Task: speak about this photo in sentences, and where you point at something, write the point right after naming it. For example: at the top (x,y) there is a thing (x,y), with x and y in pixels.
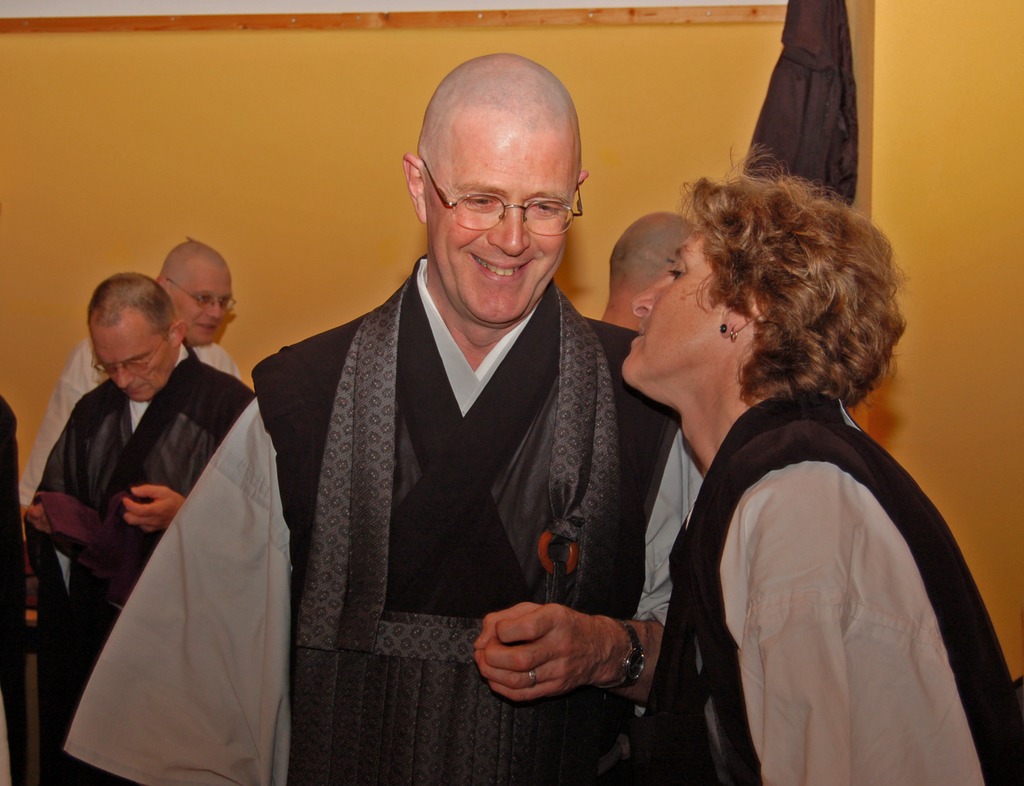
In this image we can see many people (726,566). Few (426,399) are wearing specs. In the back (330,273) there is a wall (953,376). One person (477,492) is wearing watch (627,663) and ring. In the background (955,474) there is a wall (371,271).
